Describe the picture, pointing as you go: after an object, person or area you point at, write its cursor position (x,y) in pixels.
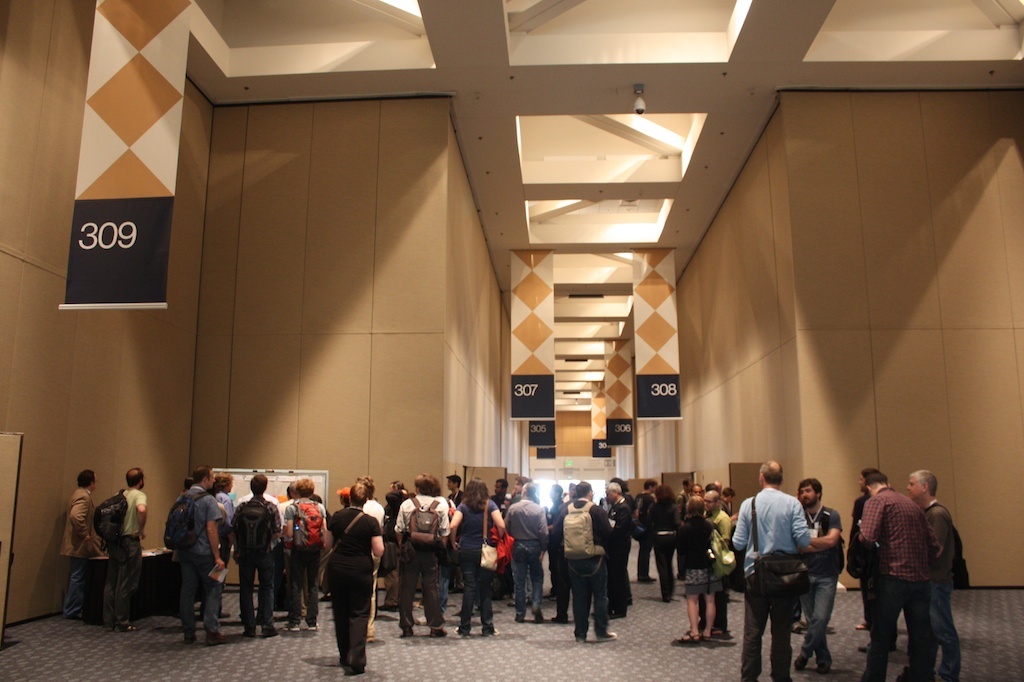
In this image there are many people (514,540) standing on the floor (479,652). There is a carpet (504,651) on the floor (595,641). There are people (388,521) wearing backpacks (315,510) and handbags (723,548). In the background (405,342) there is a wall (482,379). To the left (101,567) there is a table (144,560). Beside the table (156,556) there is a board (270,471). At the top (412,58) there is a ceiling (528,71). There are boards (146,234) hanging to the ceiling (203,50). There are numbers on the boards (539,434).
